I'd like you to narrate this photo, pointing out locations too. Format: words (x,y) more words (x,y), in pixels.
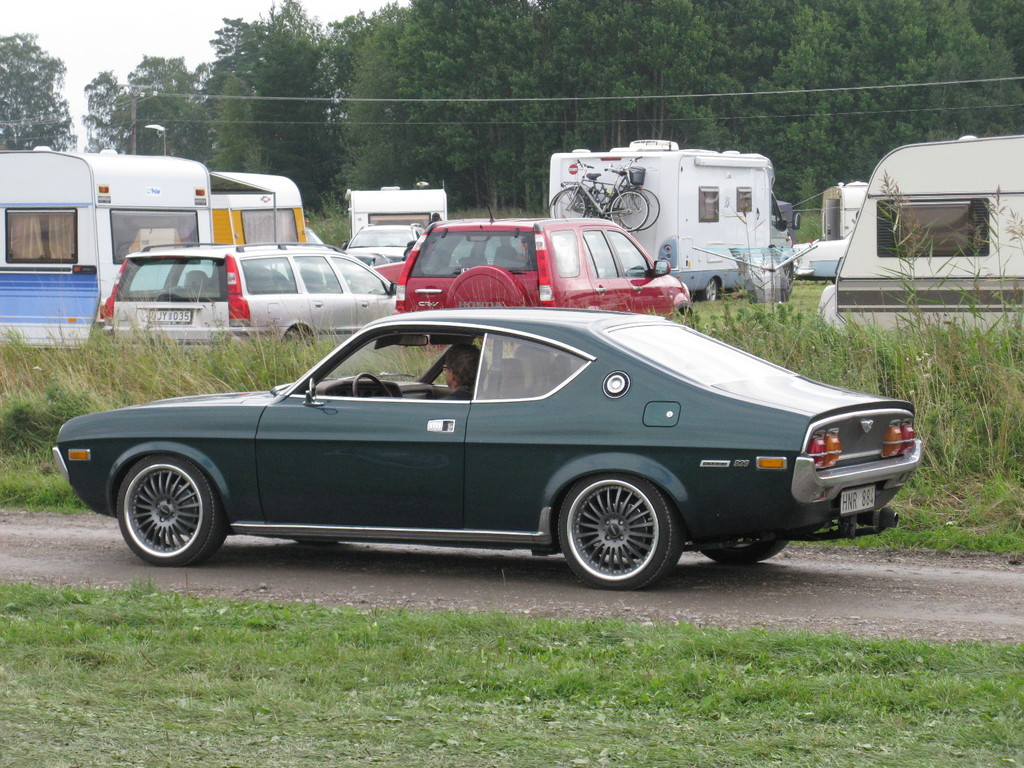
In this image we can see the vehicles (660,295). We can also see the persons (466,372) in the car (801,431). We can see the grass (649,671), trees (356,126), light pole (166,130) and also the electrical pole (136,109) with wires (303,95). We can also see the road (692,599). Sky (147,53) is also visible in this image.
